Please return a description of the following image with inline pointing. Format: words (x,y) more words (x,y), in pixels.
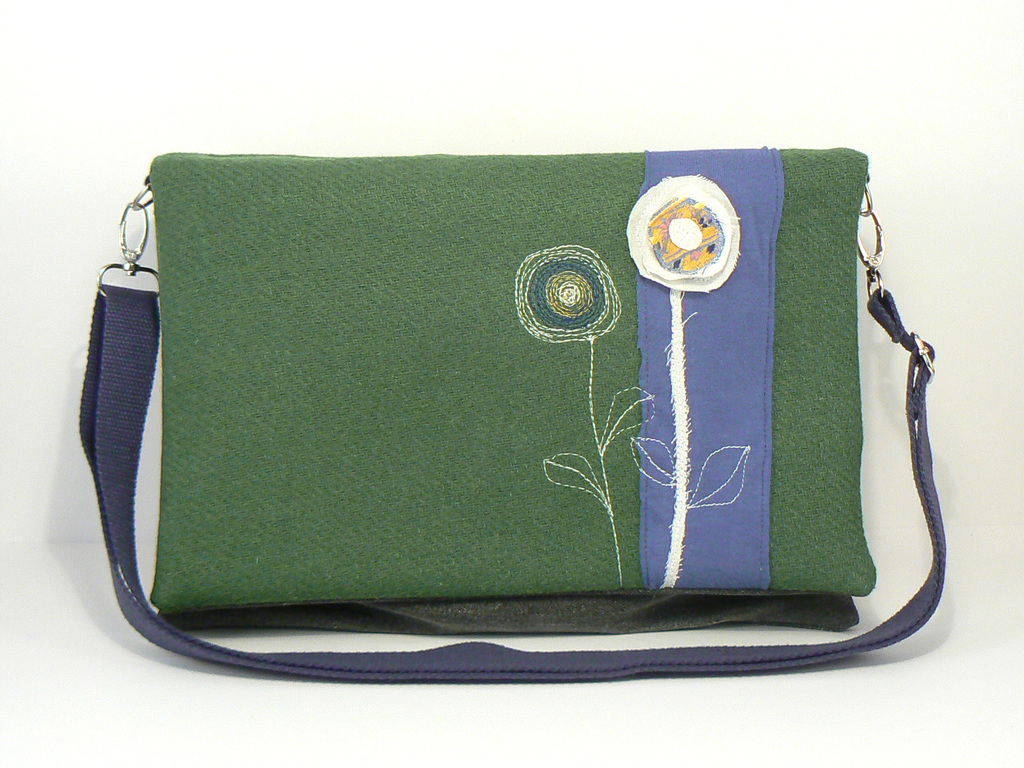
In this image I can see a bag (609,383) and a handmade flower (642,392) on it.
